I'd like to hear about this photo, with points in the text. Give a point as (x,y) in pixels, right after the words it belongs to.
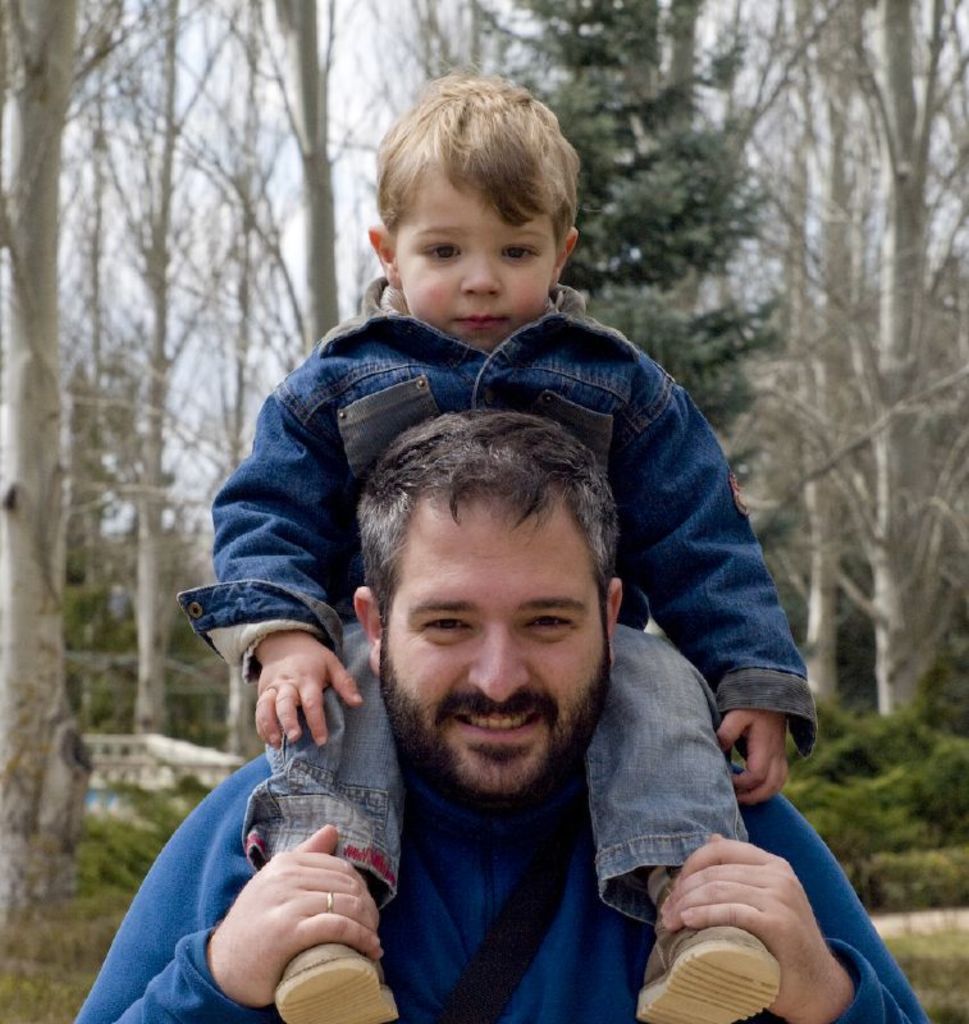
In this picture there is a man (557,443) in the center of the image (581,674) and there is a small boy (478,302) on his shoulders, there are trees (263,179) in the background area of the image (263,179).
